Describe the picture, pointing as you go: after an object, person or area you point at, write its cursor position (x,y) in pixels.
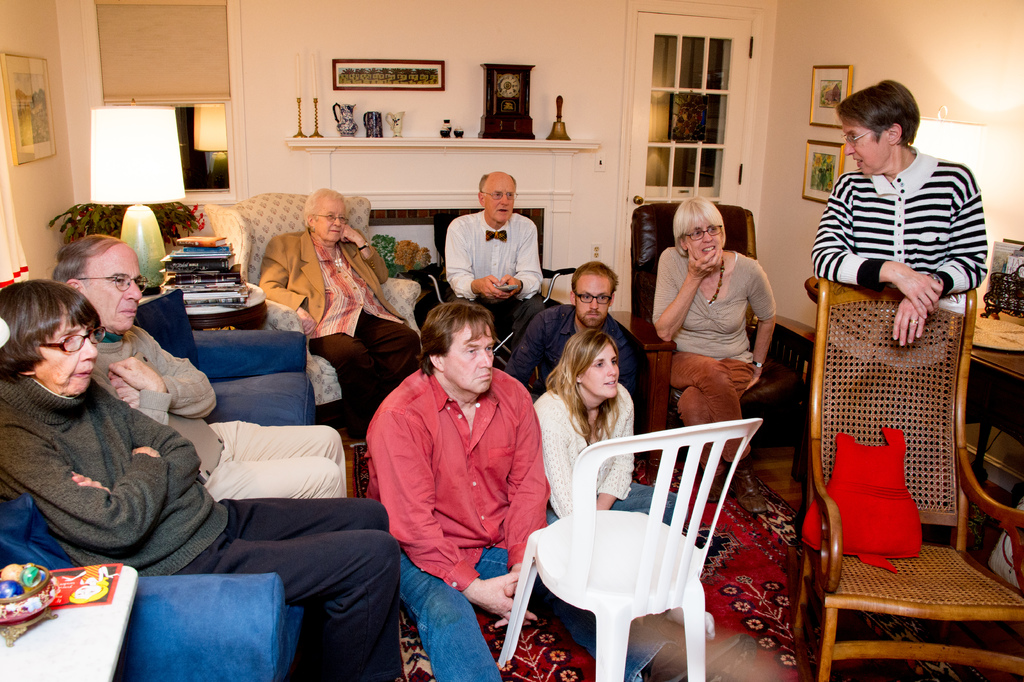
We can see frames (429,76) over a wall (311,68). Books (213,268) and a table lamp (131,151) on the table (228,309). We can see persons (342,281) sitting on sofa (234,334) and on the floor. We can see a bag (880,471) on the chair (900,562) here. We can see one woman (941,205) is standing near to the table (1020,327). This is a houseplant (105,229).
